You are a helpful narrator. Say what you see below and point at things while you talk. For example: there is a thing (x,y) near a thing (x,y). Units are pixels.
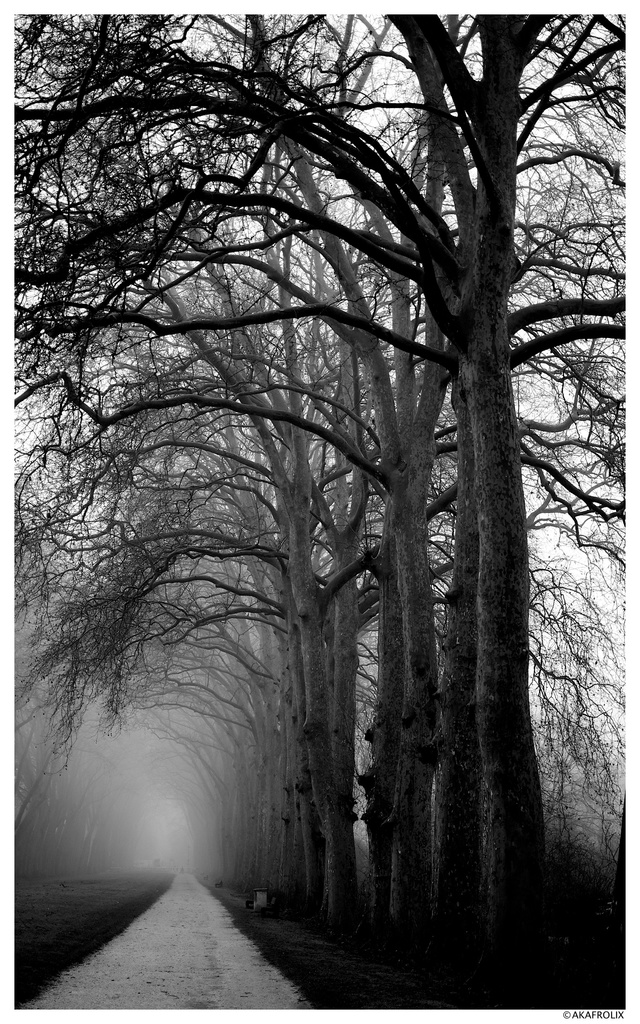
In this image I can see in the middle (218,667) there are trees (367,380), at the top (620,296) there is the sky (335,182). This image in black and white color.
